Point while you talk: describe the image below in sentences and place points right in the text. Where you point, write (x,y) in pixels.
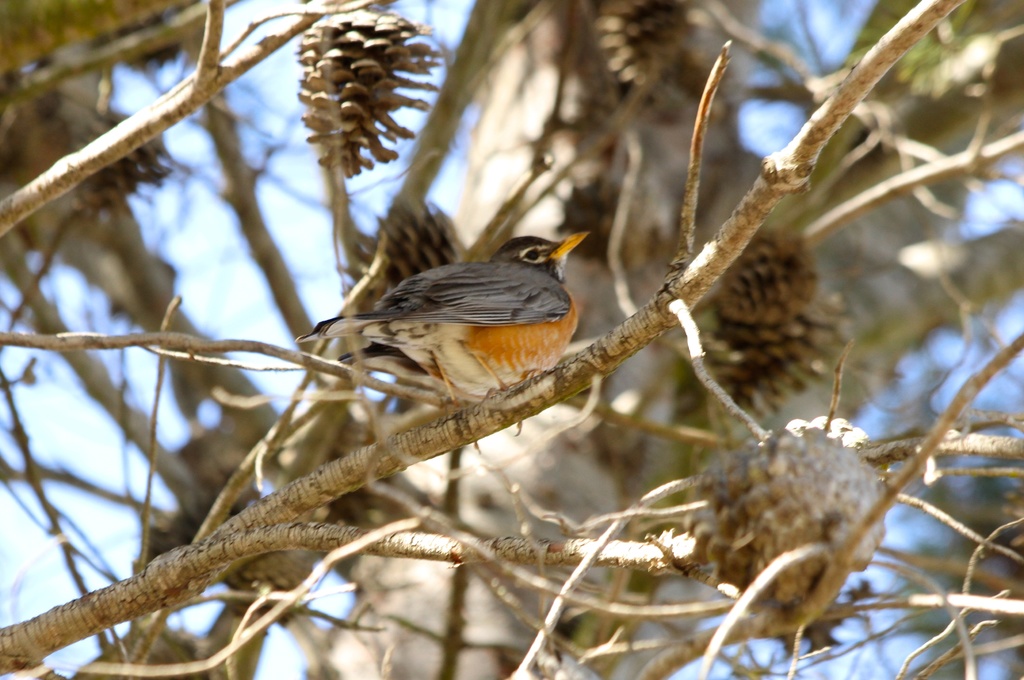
In this picture I can see a bird (417,348) on the tree branch (623,322) and I can see blue sky (299,132) in the background (291,144).
